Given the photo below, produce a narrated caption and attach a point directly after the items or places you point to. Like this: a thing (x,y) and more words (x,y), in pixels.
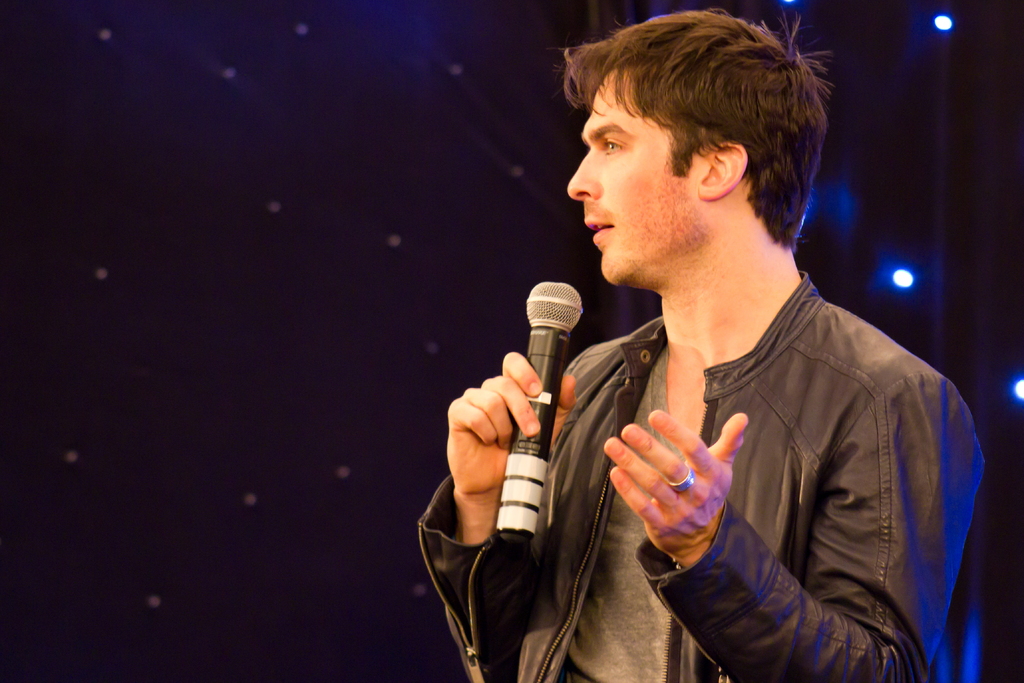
In this image I can see a man (885,354) in a jacket (719,381). I can also see he is holding a mic (559,380) in his hand (502,399).
